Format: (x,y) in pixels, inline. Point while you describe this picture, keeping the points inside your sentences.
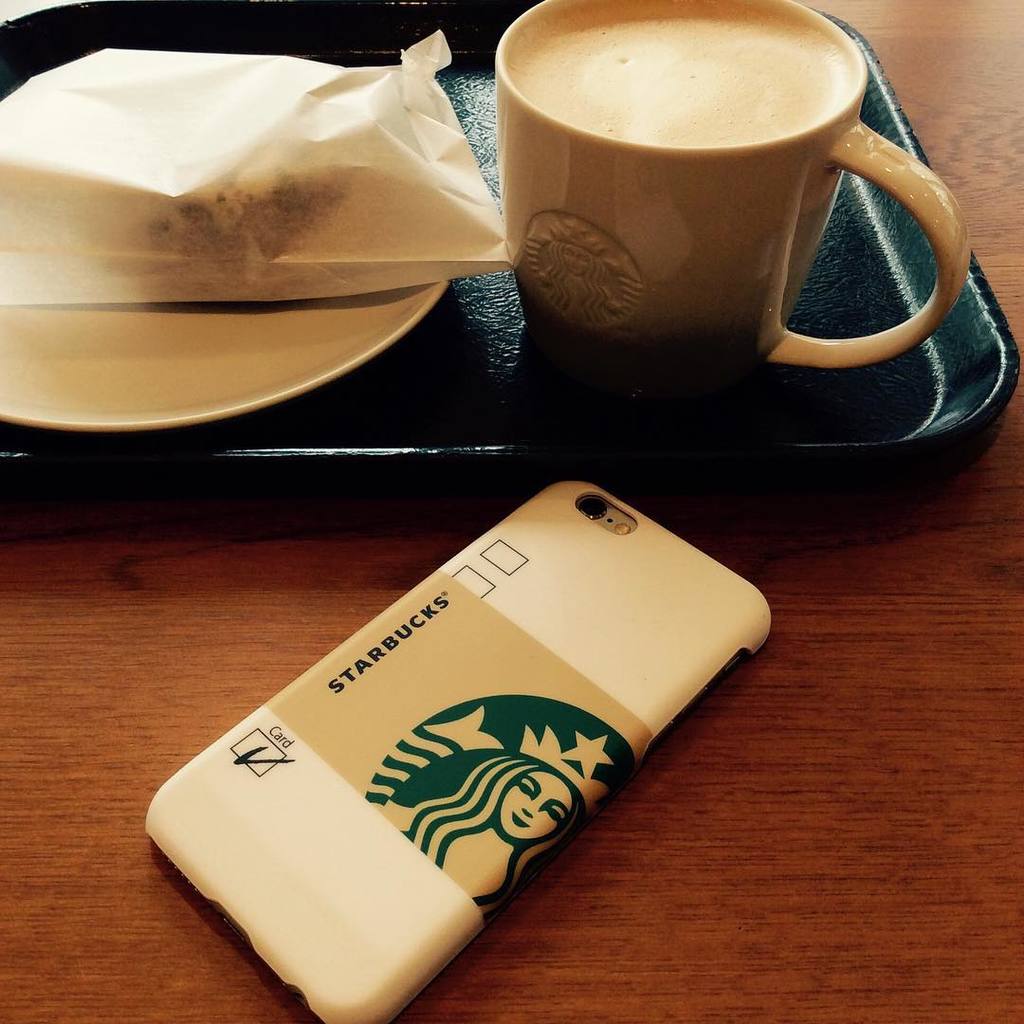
In the image there is a coffee (618,116) kept on a black tray (547,463) and beside the coffee (691,237) there is a mobile (358,878), both of them are kept on a wooden table (628,827).
